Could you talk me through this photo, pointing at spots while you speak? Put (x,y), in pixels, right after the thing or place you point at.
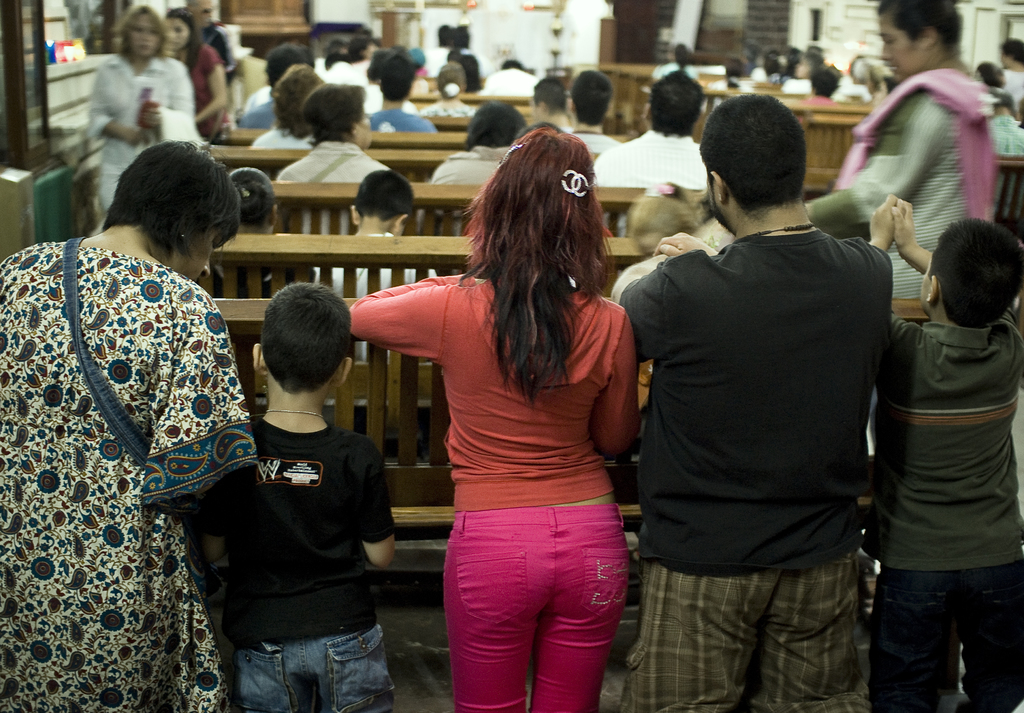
In the foreground of this image (381,486), there are people (538,486) standing near a bench (407,412). In the background (422,122), there are people (595,99) sitting on the wooden benches (424,169) and few people (889,118) are standing. At the top (815,38), there is the wall (746,25) and remaining objects (392,20) are not clear.
